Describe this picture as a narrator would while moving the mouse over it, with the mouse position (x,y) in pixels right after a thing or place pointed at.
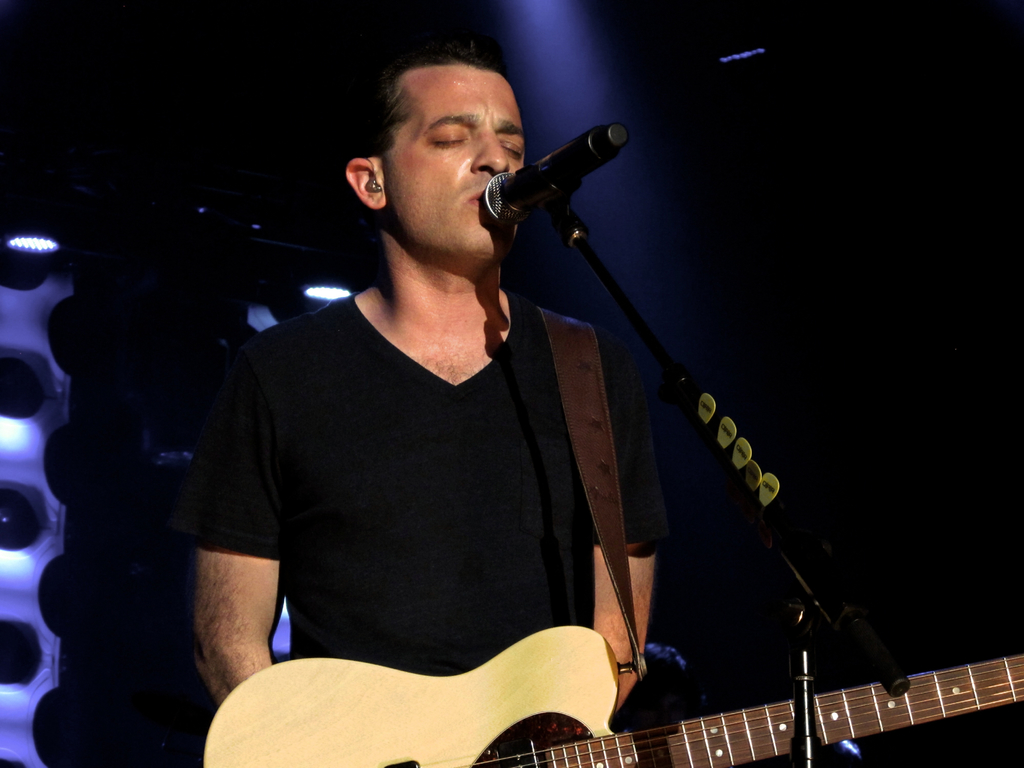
In this picture we can see a person (417,260) standing and holding guitar (424,711) and singing a song with the microphone (537,190).
